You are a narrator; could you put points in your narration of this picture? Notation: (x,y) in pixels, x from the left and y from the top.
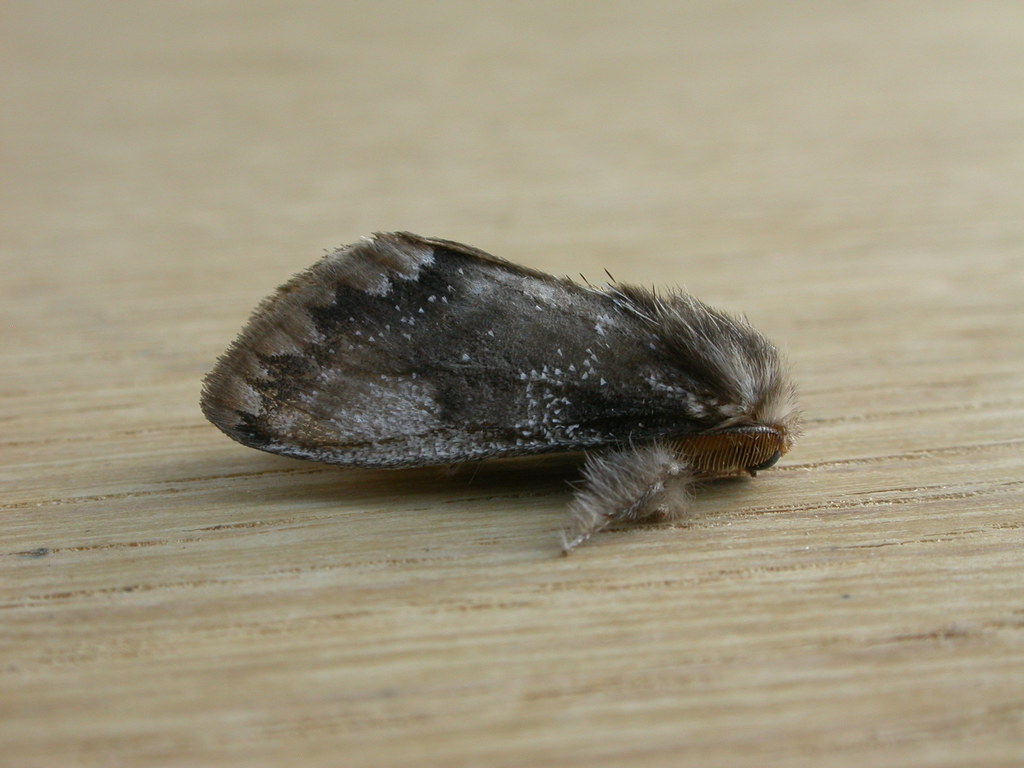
In this image, we can see brown house moth (616,442) on the surface (765,287).
